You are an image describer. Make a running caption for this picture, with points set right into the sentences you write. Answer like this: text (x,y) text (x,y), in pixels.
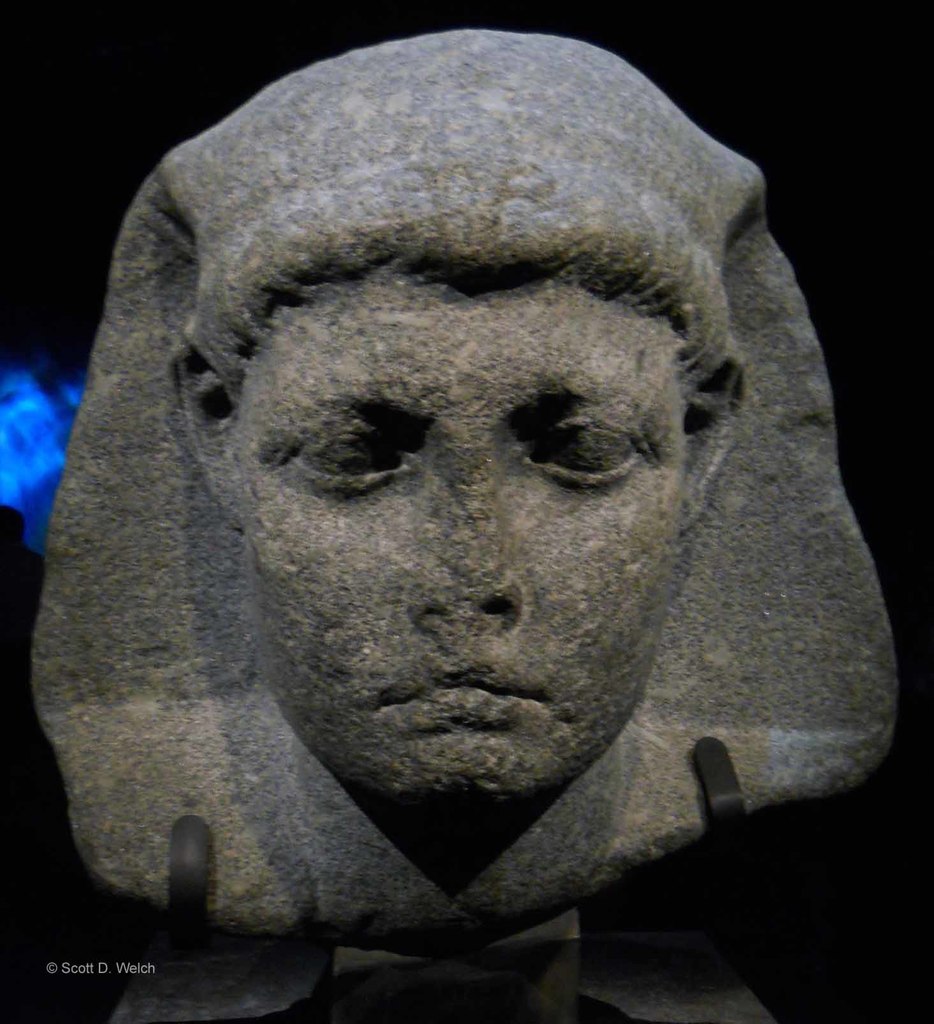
In the image there is a sculpture (272,511) made up of a rock (442,496) and the background of the sculpture (384,548) is dark.
